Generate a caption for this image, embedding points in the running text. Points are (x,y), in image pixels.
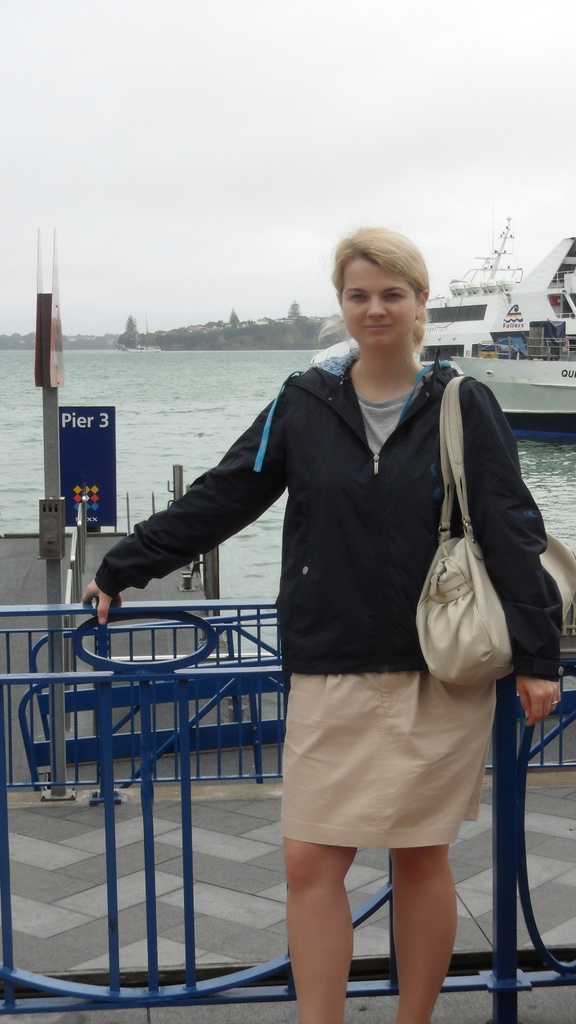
On the background (321,107) we can see sky (238,143), trees (160,338), ship (534,361) in a river (195,356). Here we can see one women (372,509) wearing black colour jacket (317,557), standing near to the fence (198,655) and there is a cream colour hand bag (450,406) on her shoulder (476,390). She is carrying a pretty smile on her face (342,302).
